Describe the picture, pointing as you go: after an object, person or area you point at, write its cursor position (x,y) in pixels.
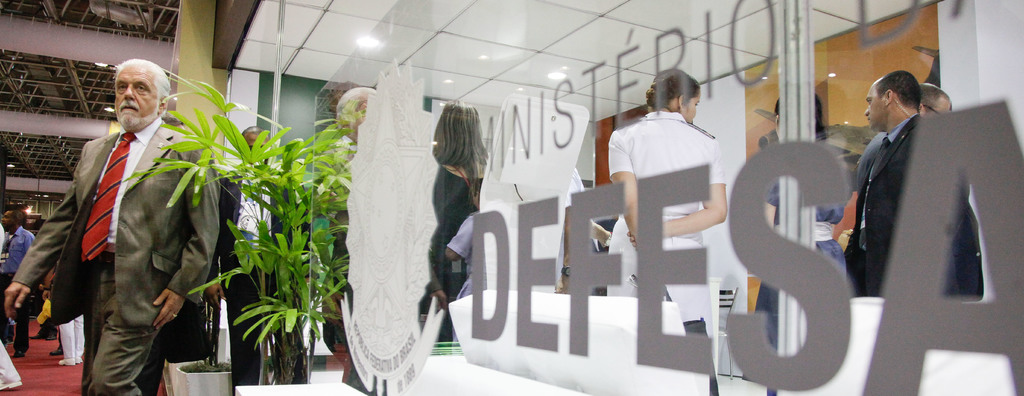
In this picture there is a glass (357,299) in the center (621,264). Through the glass (475,241), we can see the people (711,150). On the glass (762,204), there is some text (497,222) and pictures (370,241). Through the glass (614,303) there is a woman (691,81) wearing white clothes (673,243). Towards the right (887,228), there is a man (885,233) in black blazer (883,215). Towards the left (106,302), there is a man (86,223) in blazer (134,232), trousers (90,337) and a red tie (108,216). Beside him, there is a plant (206,364). Behind him, there are people (79,362).
